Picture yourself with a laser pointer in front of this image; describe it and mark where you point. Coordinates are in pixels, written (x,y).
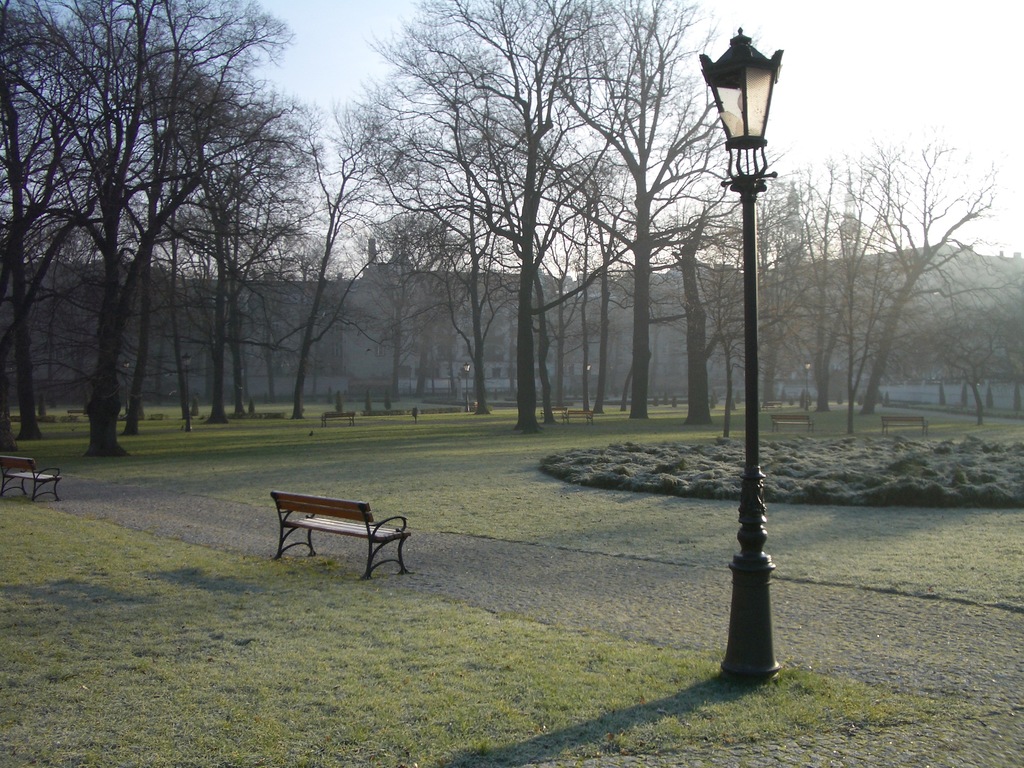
In the center of the image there are benches (22,459). On the right (770,652) there is a pole (755,489). In the background (134,131) there are trees (973,390), buildings (570,337) and sky (339,65).
